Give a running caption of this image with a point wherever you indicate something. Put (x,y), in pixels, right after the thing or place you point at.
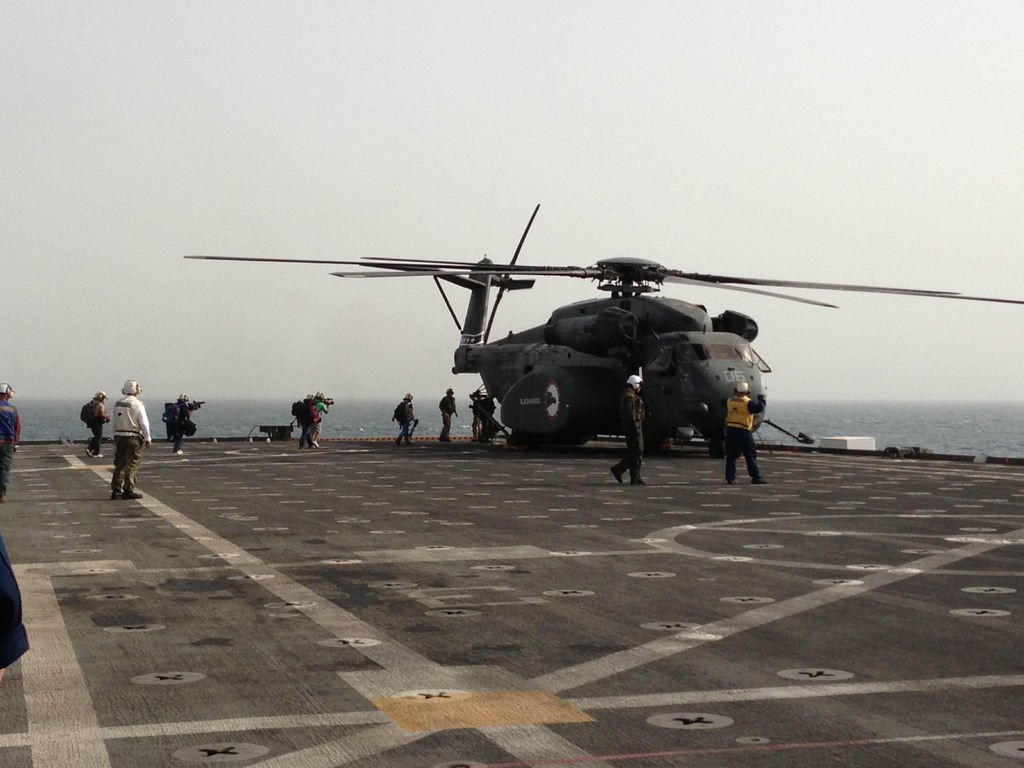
In this image, this looks like a military helicopter (571,419). I can see few people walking and a person (118,478) standing. This looks like a helicopter runway (553,600). I think these are the water (971,432). Here is the sky (668,117).
